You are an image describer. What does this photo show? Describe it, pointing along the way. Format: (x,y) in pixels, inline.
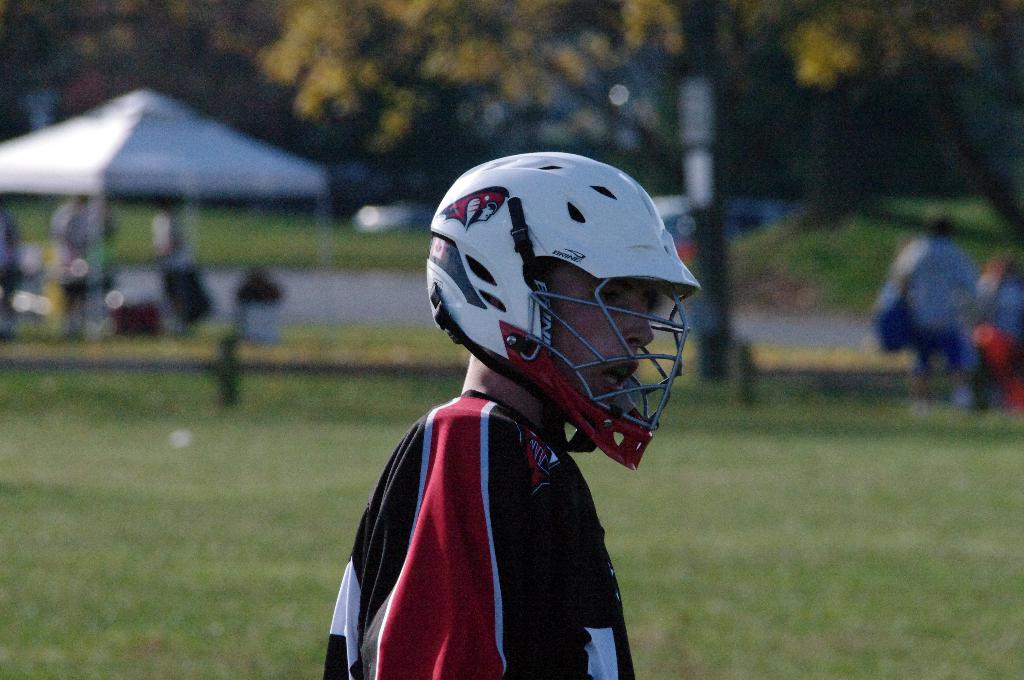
In the image there is a boy (465,495) with red jersey (441,471) and white helmet (511,341) standing on the grass land (300,582), on the left side (125,137) there is a tent (109,147) in the background (125,150), on the right side (950,329) there are few people (962,321) standing and walking beside a tree (673,106).
